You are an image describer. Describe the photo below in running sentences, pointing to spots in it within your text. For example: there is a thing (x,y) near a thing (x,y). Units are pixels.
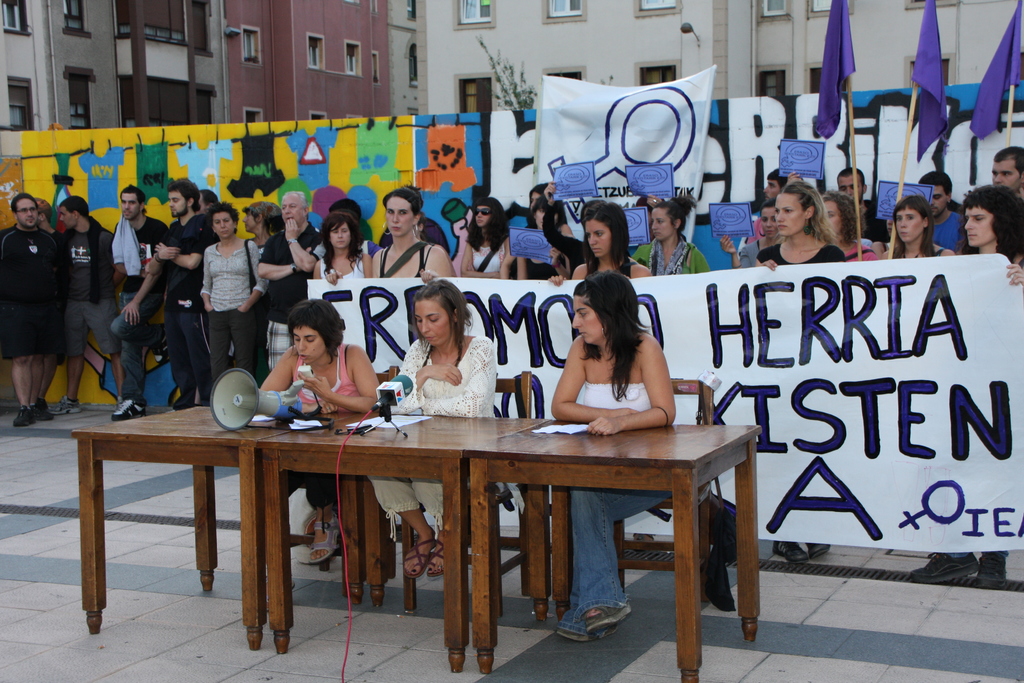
There are three tables (416,463) which is in brown color, on that tables (307,434) there is a microphone (388,400) and a speaker (242,404) and three women (492,370) sitting on the chair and there are some peoples (801,230) standing and holding a poster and watching and in the background (933,150) there is a colorful wall (308,163) and some buildings (612,62).
